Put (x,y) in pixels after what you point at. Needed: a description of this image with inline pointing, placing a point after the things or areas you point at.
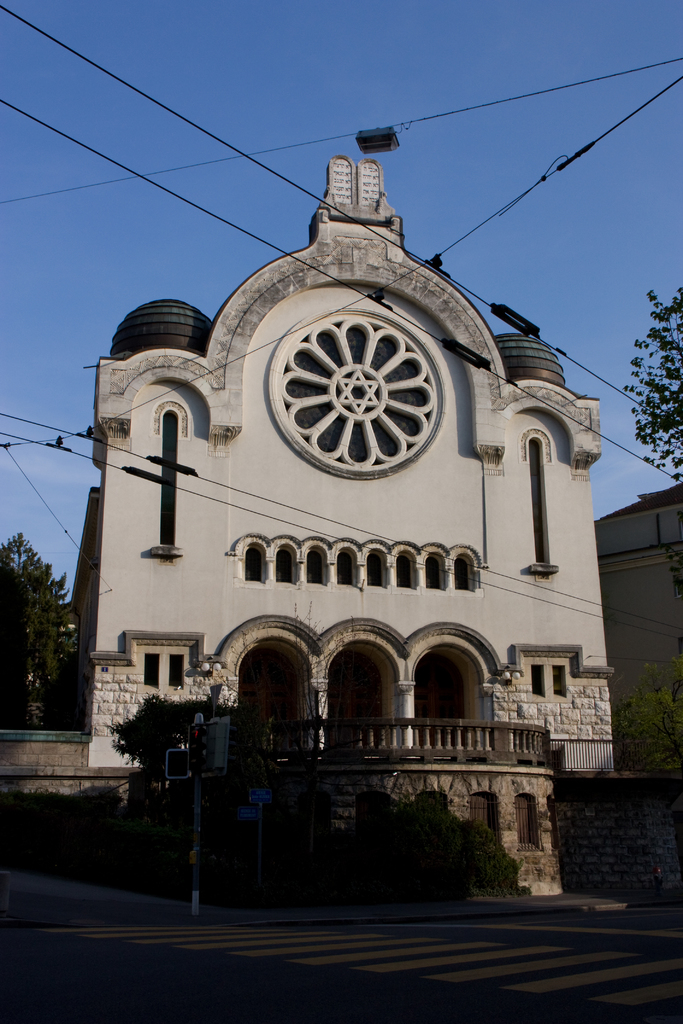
At the bottom of the image (270,934) there is road (262,939). Behind the road (253,939) there are poles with signboard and also there are trees (242,827). In the image there is a building (328,419) with walls (205,379), arches (218,356), pillars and roof (522,339). On the sides of the building (128,618) there are trees (12,545). At the top of the image (192,146) there is sky (255,191). And also there are wires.
